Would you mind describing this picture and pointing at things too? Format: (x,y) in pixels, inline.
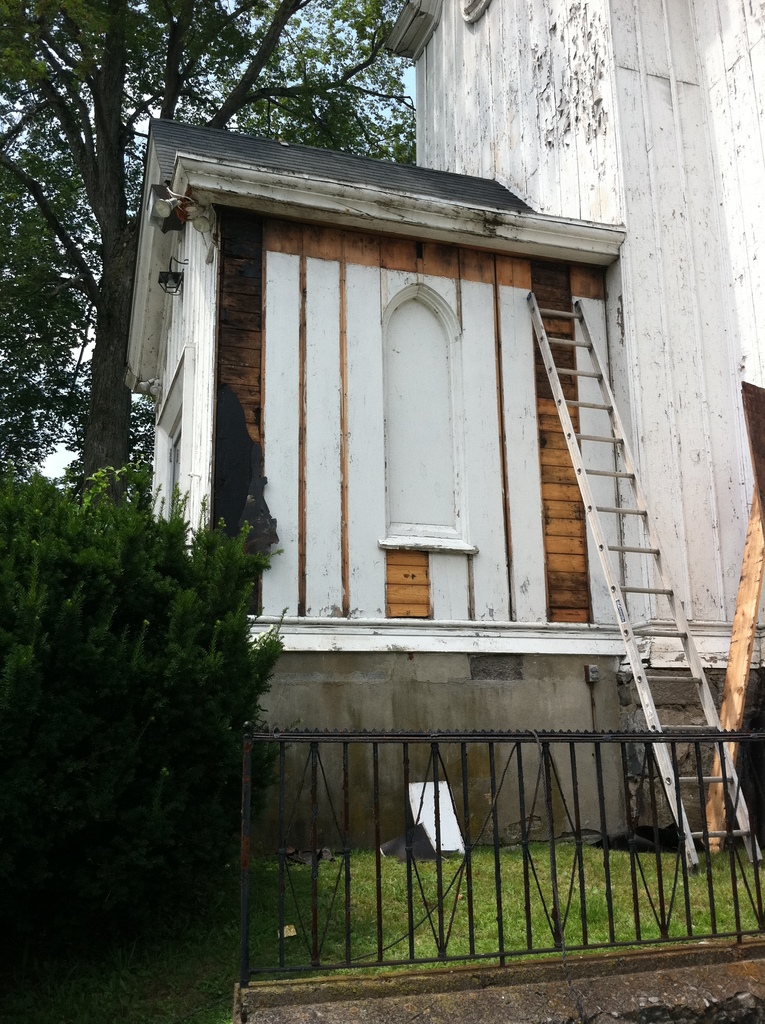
In this image we can see a building (298,560). We can also see a ladder (607,380), grass (351,864), plants (197,736), a tree (90,321), a wooden pole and the sky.
